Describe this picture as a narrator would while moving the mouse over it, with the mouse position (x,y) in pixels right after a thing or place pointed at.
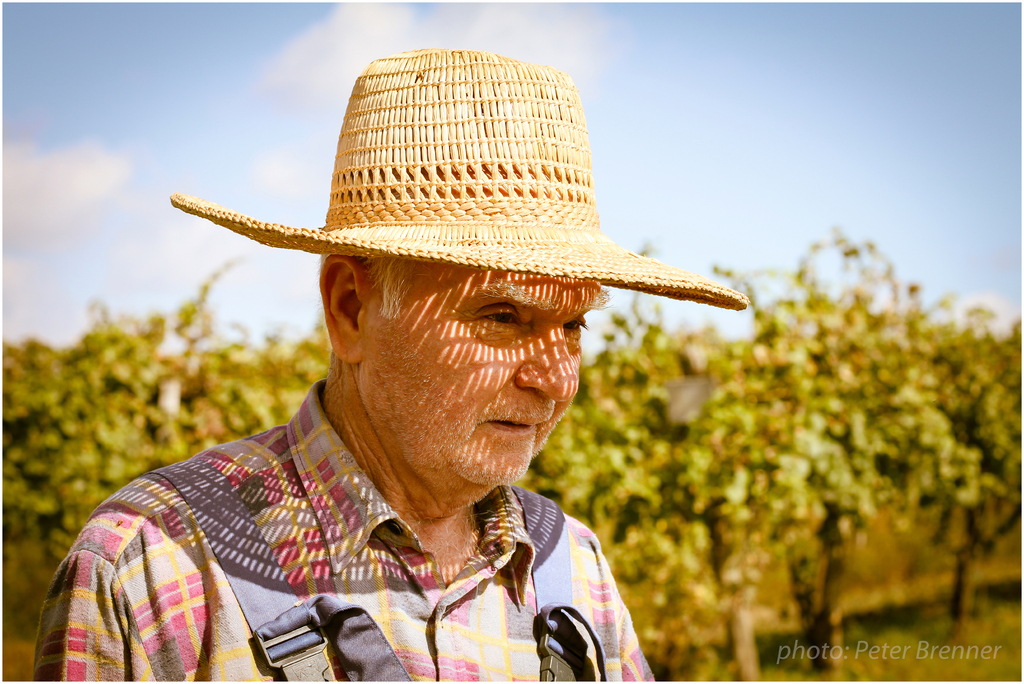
In this image, we can see a man (387,468) wearing hat (393,220) and in the background (657,413), there are trees (790,487).
